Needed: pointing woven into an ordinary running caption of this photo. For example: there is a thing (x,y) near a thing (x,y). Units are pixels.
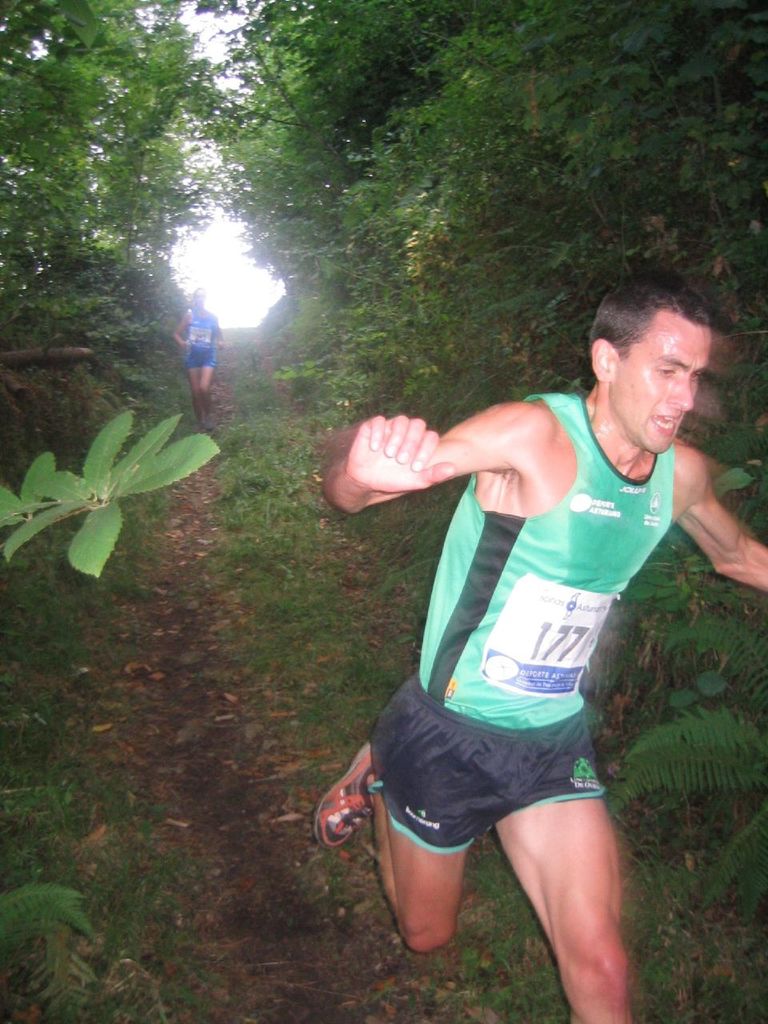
In the image we can see there are people (538,858) running on the ground (313,554) and the ground (249,818) is covered with grass (237,658). There are trees (438,31).
